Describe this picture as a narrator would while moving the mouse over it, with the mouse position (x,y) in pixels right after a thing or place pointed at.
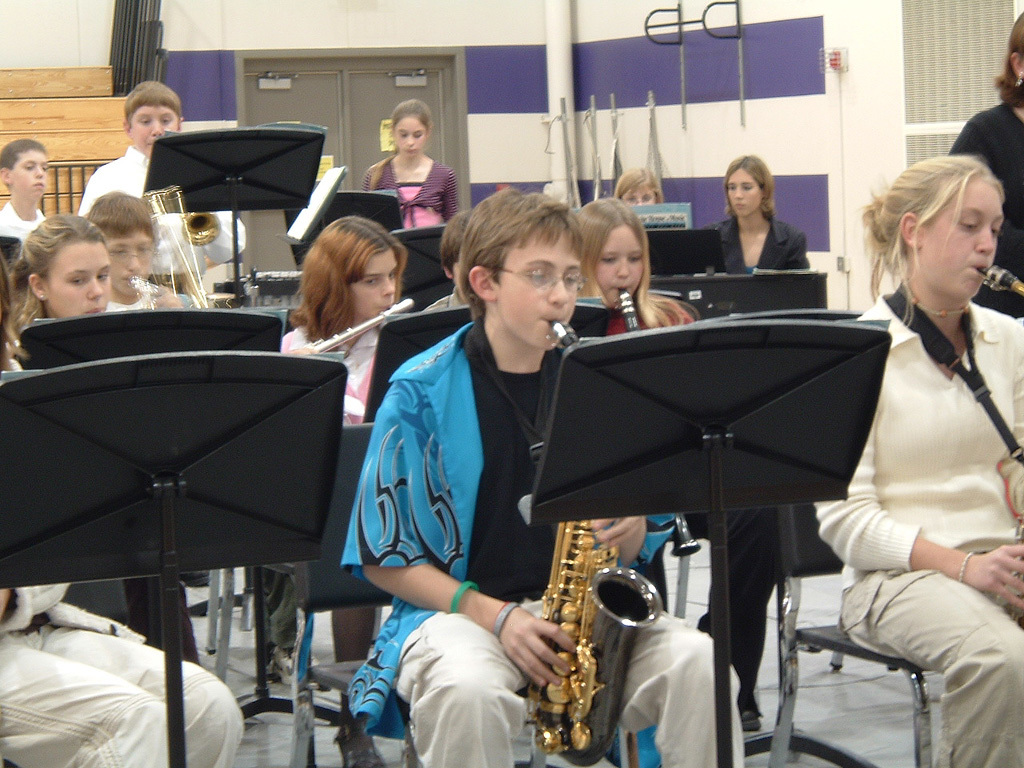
In this image we can see a group of people (473,319) sitting on a chair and playing musical instrument (614,657), there are few stands (236,214) before each person (115,207), there are some people (402,162) standing and few objects (152,14) are at the back (132,71), there is a door (365,106), a pipe (559,106), few rods (742,67) and a ventilator (911,125).
